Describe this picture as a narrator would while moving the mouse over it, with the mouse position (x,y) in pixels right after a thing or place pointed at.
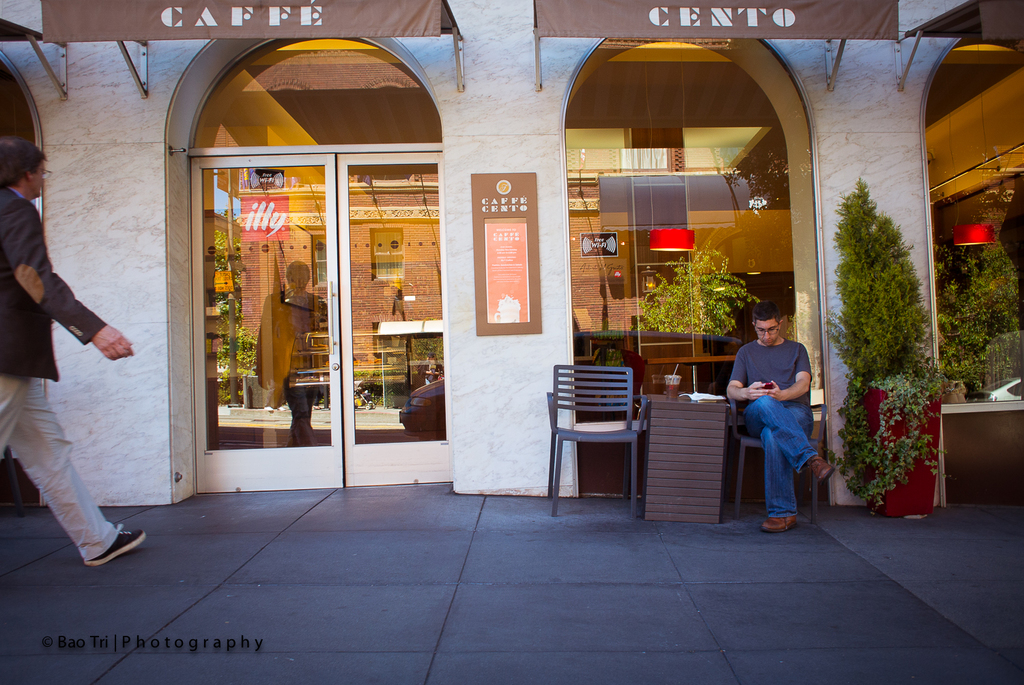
In this image the man (761,439) is sitting on the chair (741,453). On the table (670,426) there is a glass (676,382). On the left side (27,359) the man (33,442) is walking. In front there is building (556,279) and a flower pot (894,468).
